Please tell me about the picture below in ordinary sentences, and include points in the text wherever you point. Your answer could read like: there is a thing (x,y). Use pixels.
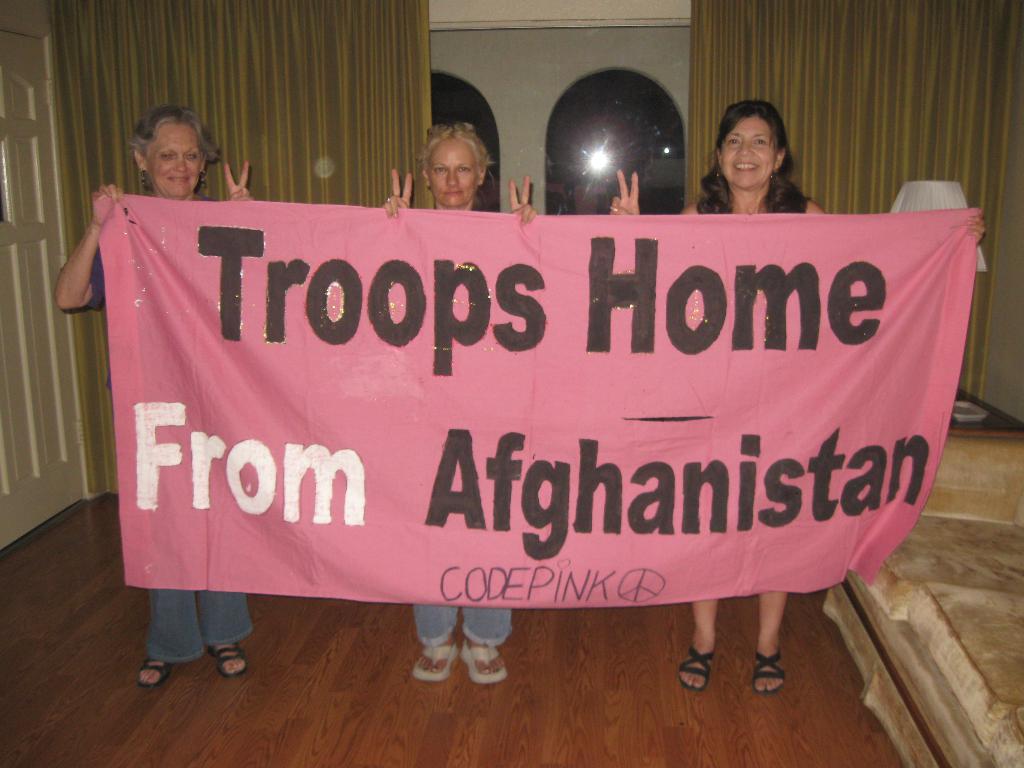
Here we can see three women (59,298) standing on the floor (61,555) and holding a banner (353,414) in their hands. In the background (18,429) we can see a door (26,330), wall (457,16), curtains (327,187), window (436,117), lamp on a platform (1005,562) and this is a wall (540,44).
